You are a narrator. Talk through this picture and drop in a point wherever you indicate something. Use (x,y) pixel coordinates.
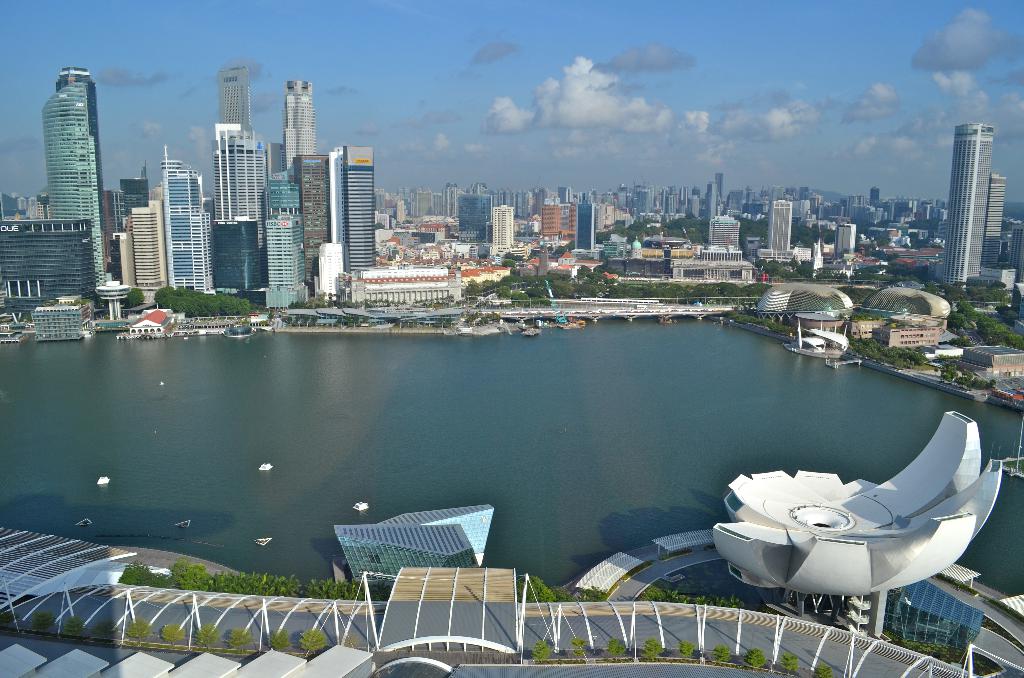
We can see white objects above the water (505,390) and plants (361,598). In the background (899,349) we can see buildings (67,247), trees (1002,333) and sky (639,88) with clouds (581,108).
